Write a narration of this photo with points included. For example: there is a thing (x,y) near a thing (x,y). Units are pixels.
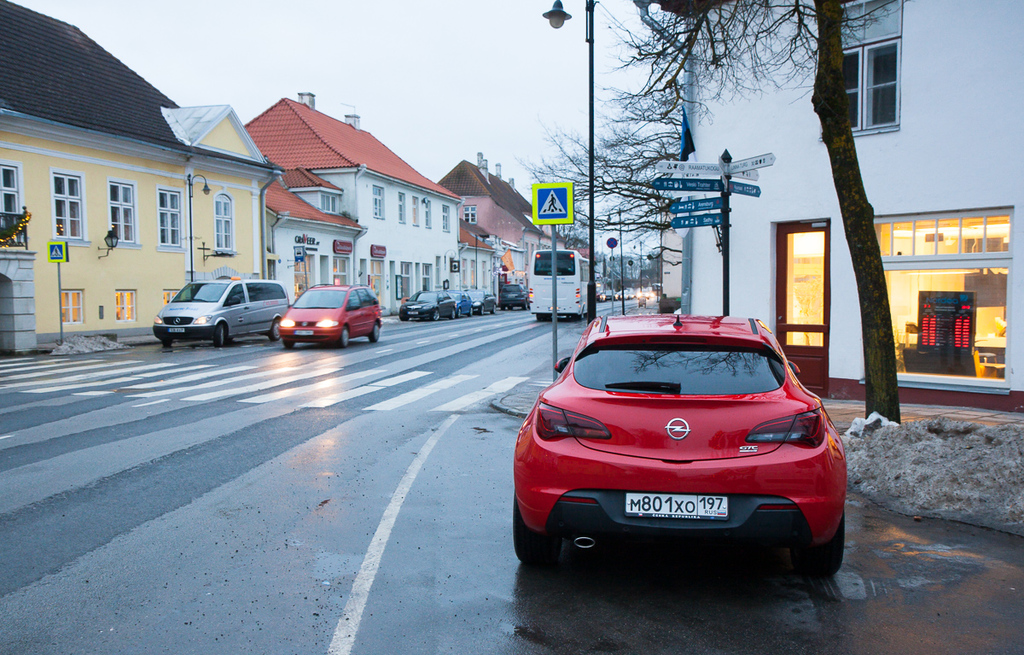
This image is taken outdoors. At the bottom of the image (386,575) there is a road (293,482). On the right side of the image (791,158) there is a building (816,286) with a window (865,70), a door (827,285) and a wall (781,27). There is a tree (822,31) and there is a street light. There are a few sign boards (562,188). A car (700,330) is parked on the road (986,550). At the top of the image (405,47) there is a sky (347,47). On the left side of the image (20,61) there are a few houses (269,226). A few cars (206,307) are parked on the road (463,331) and a bus (565,280) is moving on the road (340,370).
